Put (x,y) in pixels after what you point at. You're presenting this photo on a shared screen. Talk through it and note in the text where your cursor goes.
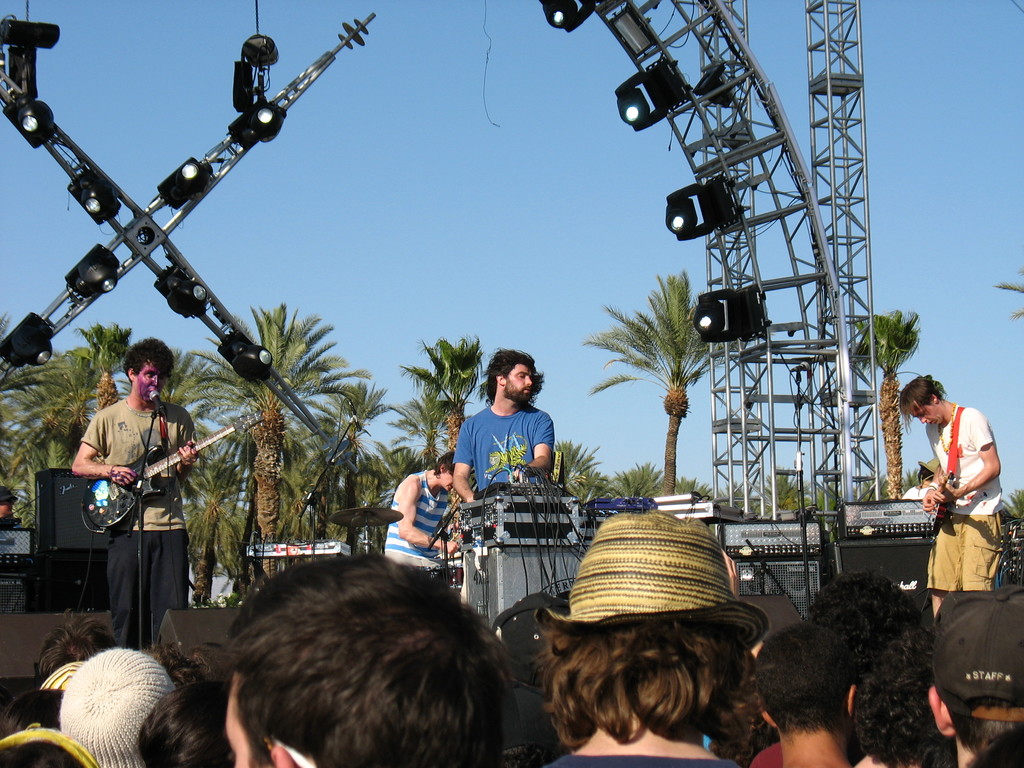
In this picture, In the bottom (930,691) there are some people (678,641) standing, In the background (523,435) there are some people (105,464) standing and holding some music instruments (199,447), There are some microphone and in the background (469,190) there is a sky (639,255) in blue color and there are some green color trees (107,372).
